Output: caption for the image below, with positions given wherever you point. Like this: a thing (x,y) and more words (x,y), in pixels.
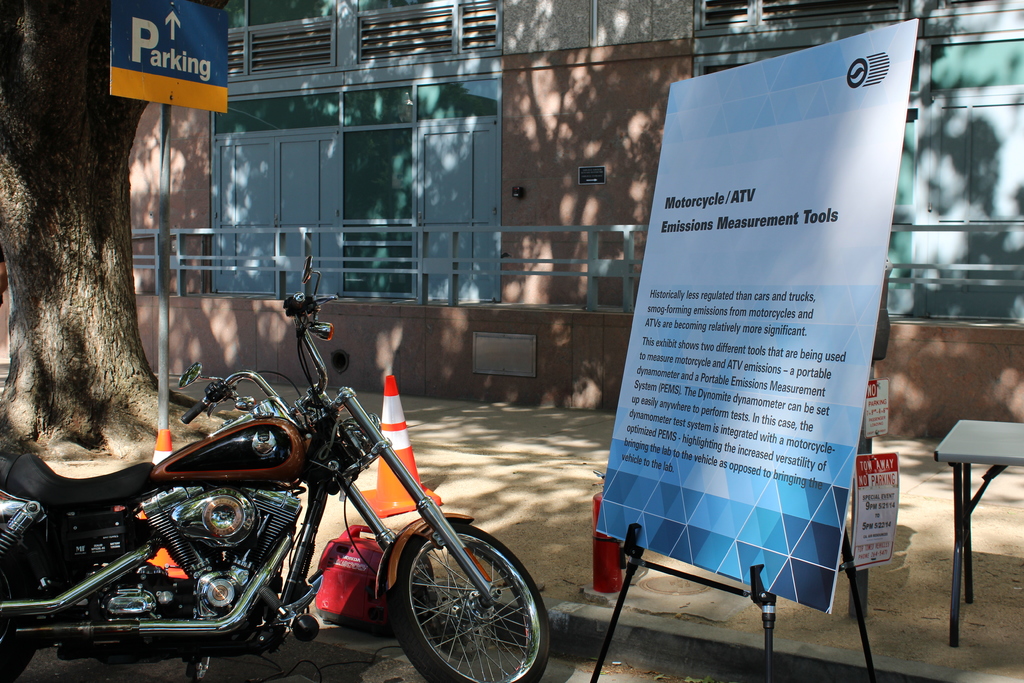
The image is outside of the city. In the image on left side (209,477) there is a bike (236,460), on right side (734,376) there is a hoarding (734,436). In background (502,281) there is a building (550,182), door (455,181) which are closed and windows (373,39) and also a tree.
